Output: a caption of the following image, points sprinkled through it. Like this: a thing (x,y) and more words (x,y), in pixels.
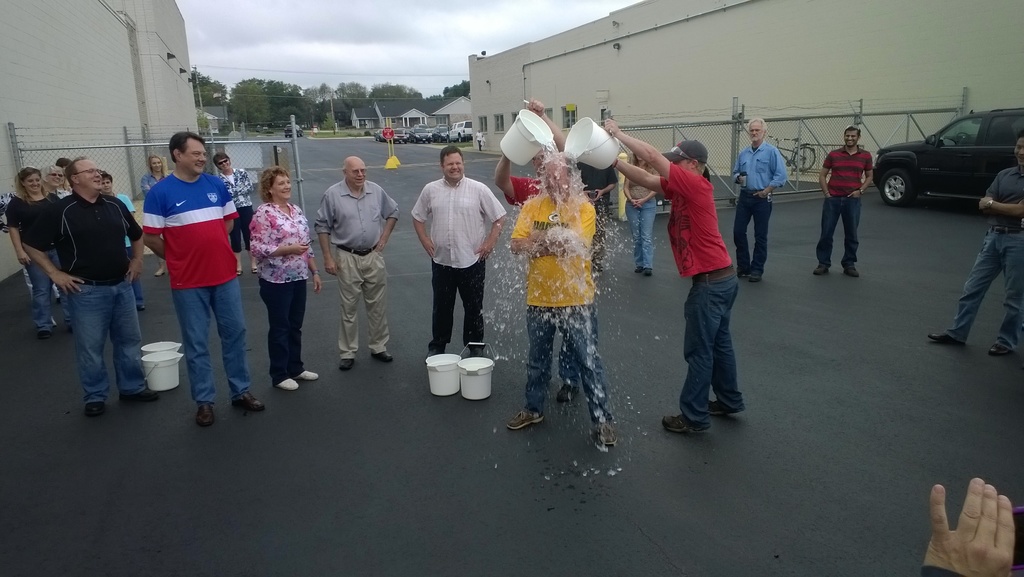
In this image we can see these two persons (695,215) are holding buckets (591,164) and pouring the water (524,264) on this person (593,405) and these people (464,210) are standing on the road (504,362). Here we can see few buckets (480,393), vehicles (995,132) parked here, the fence (816,125), houses (450,112), wires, poles (200,109), trees (323,102) and the cloudy sky (354,61) in the background (354,61).
